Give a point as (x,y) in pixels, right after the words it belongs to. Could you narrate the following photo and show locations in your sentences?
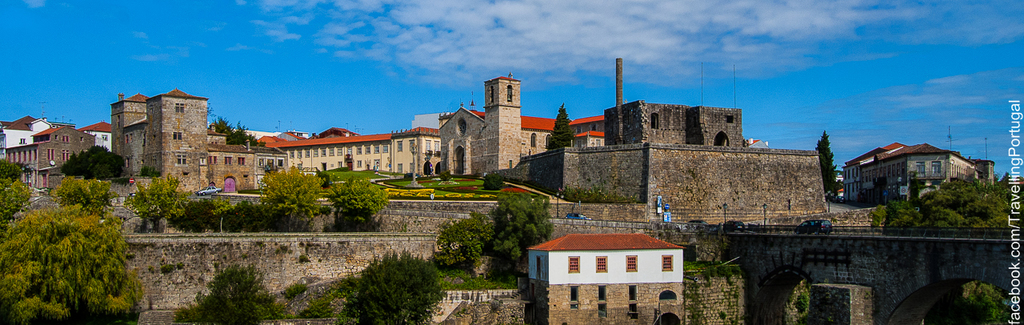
At the bottom of the picture (381,309), we see the trees (385,291) and a building (579,276) in white color with a brown color roof (575,242). On the right side (908,242), we see an arch bridge (909,256) and the cars (816,227) moving on the bridge (895,252). Beside that, we see the street lights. In the middle (516,210), we see the trees (490,176) and the cars (217,193) moving on the road (244,193). There are buildings (901,158), poles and the castles (723,111) on the right side (893,158). In the background (870,158), we see the trees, buildings (268,145) and the electric poles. At the top (415,45), we see the clouds (415,45) and the sky (338,40), which is blue in color.
